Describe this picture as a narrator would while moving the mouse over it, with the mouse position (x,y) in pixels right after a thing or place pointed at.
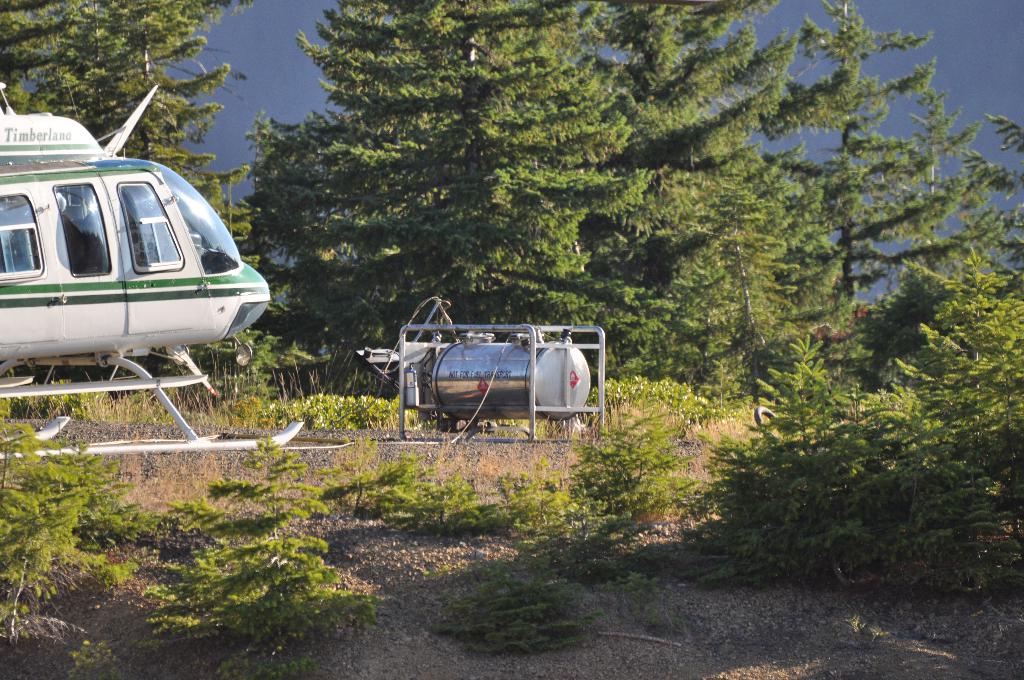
In this picture we can see an object (571,370), helicopter (85,159) and plants (185,394) on the ground (627,679). In the background (959,99) we can see trees (134,147) and the sky (906,117).
